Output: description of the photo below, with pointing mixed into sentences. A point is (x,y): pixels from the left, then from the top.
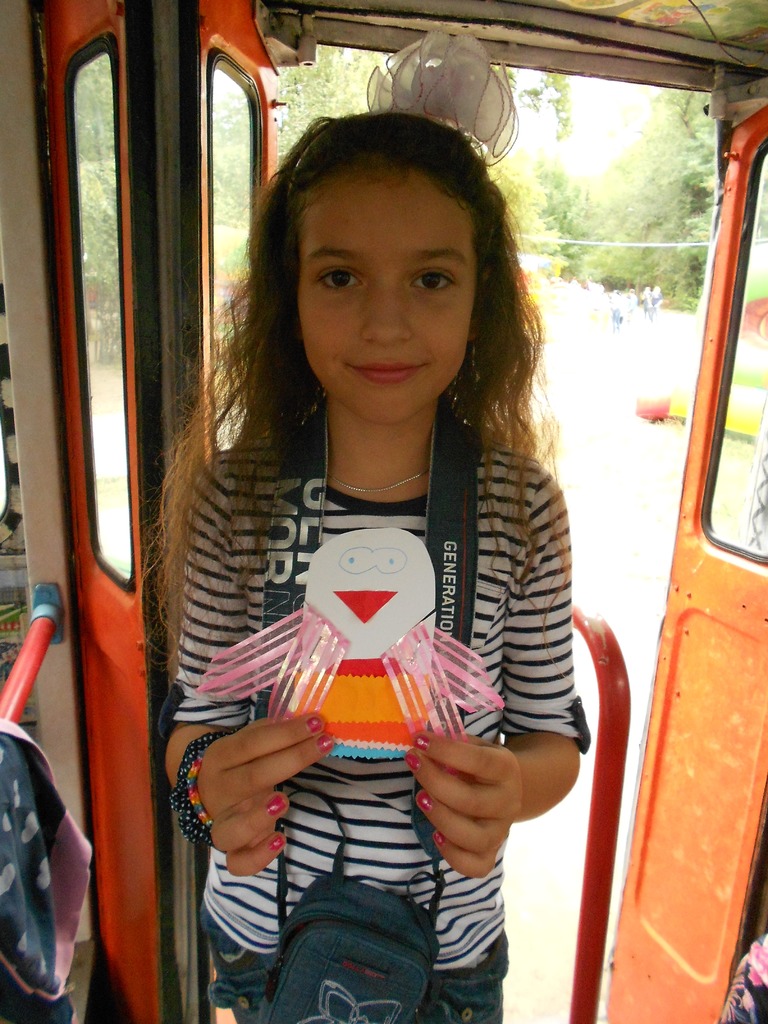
As we can see in the image there is a girl (263,576) wearing bag (333,970) and standing in vehicle (80,276). In the background (586,199) there are trees (569,190) and few people (655,297).
